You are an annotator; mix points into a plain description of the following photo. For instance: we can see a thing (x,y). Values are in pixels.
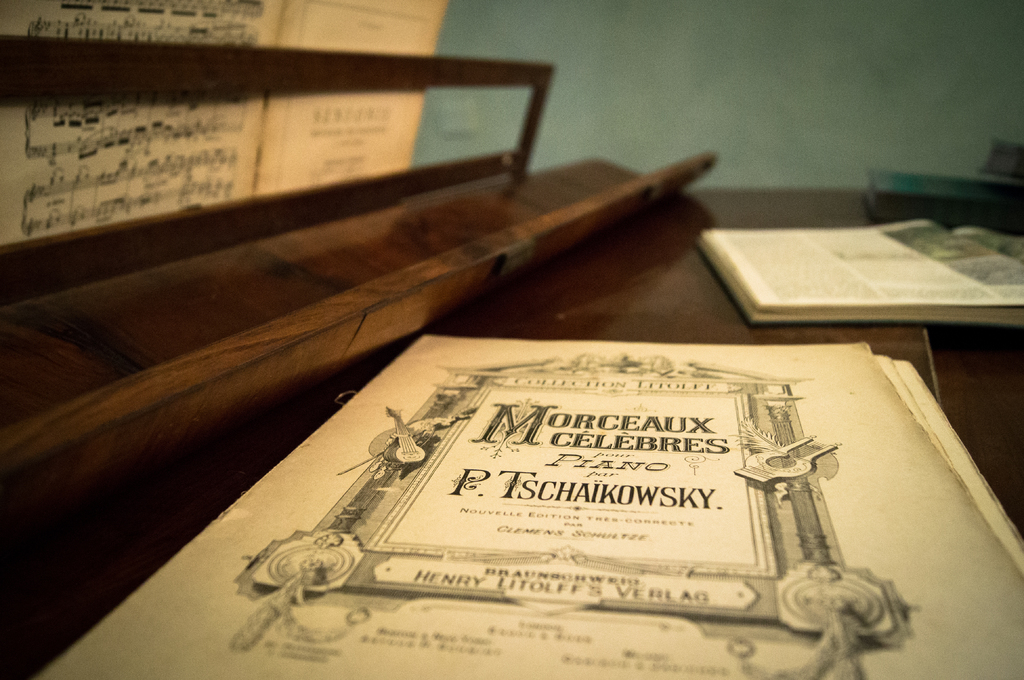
This image is taken indoors. At the bottom of the image (199,472) there is a table (170,481) with a few things (639,360) on it. In the background (697,66) there is a wall (698,108).
